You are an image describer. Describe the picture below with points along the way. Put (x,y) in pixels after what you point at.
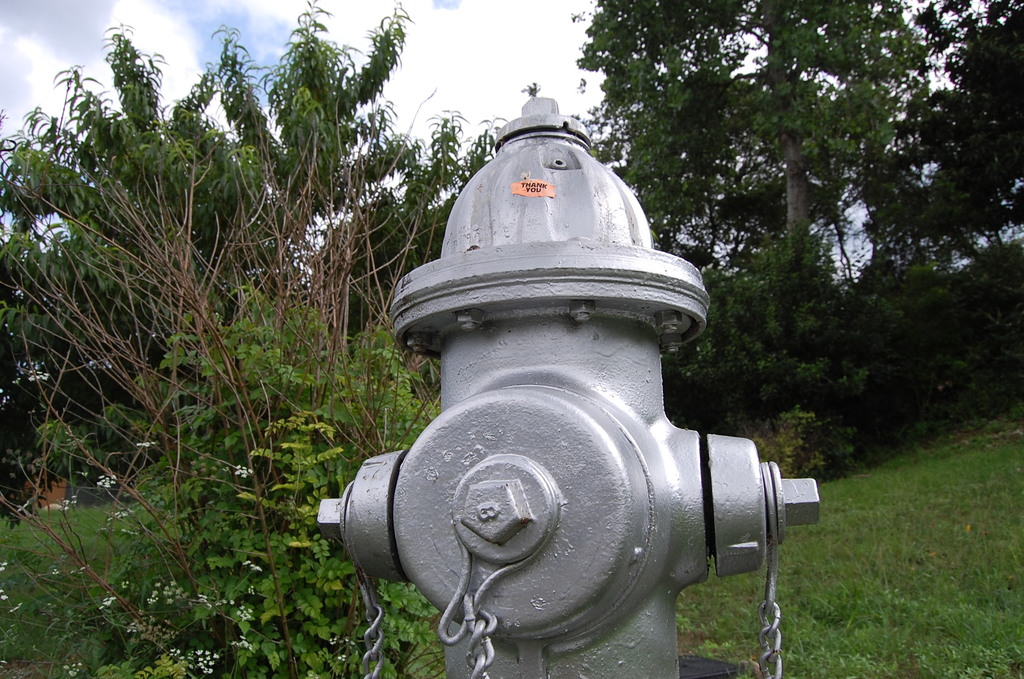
In this image there is a fire hydrant (534,512), few trees (791,377), grass (818,572) and some clouds (519,15) in the sky (344,8).
